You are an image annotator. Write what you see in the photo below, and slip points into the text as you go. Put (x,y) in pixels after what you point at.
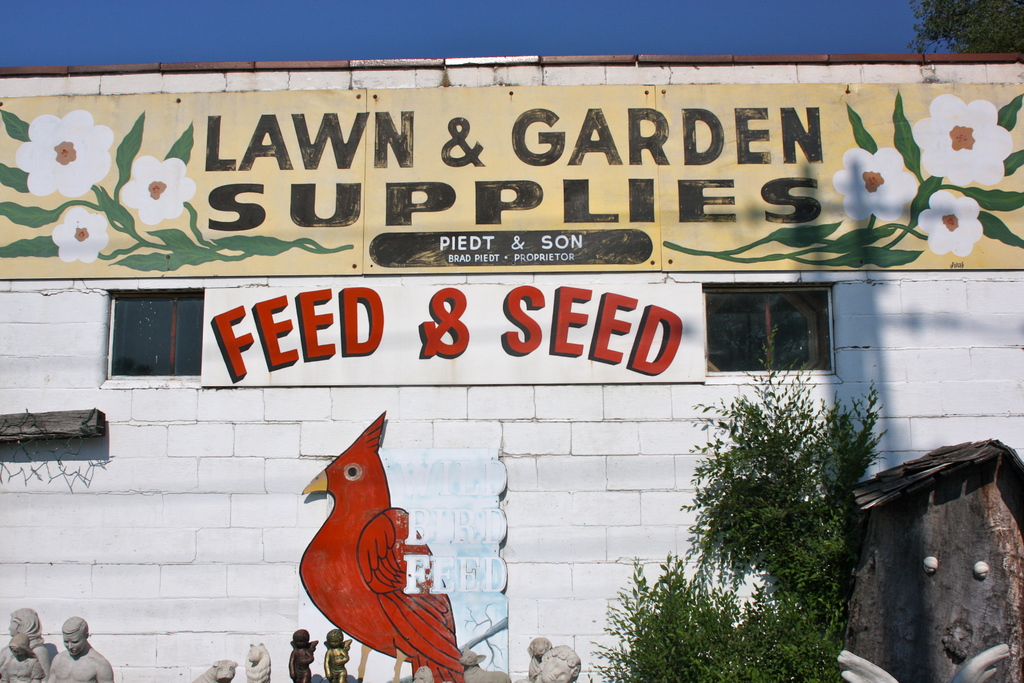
In this picture we can see a painting (154,238) on the wall (273,599). We can see a few windows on the wall (62,337). There are few sculptures (21,641). Sky (134,11) is blue in color. We can see some plants (662,603) on the right side (702,642).
